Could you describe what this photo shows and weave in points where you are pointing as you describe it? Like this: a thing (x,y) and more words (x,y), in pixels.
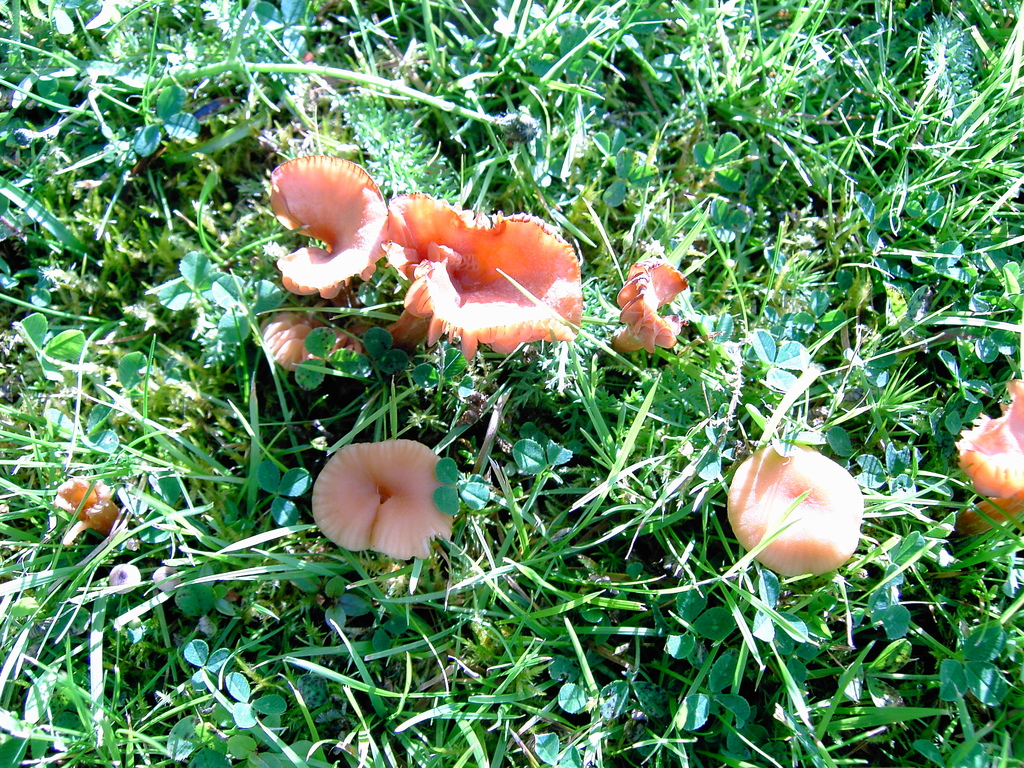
In this picture we can see mushrooms (673,317) and green leaves (509,466).
